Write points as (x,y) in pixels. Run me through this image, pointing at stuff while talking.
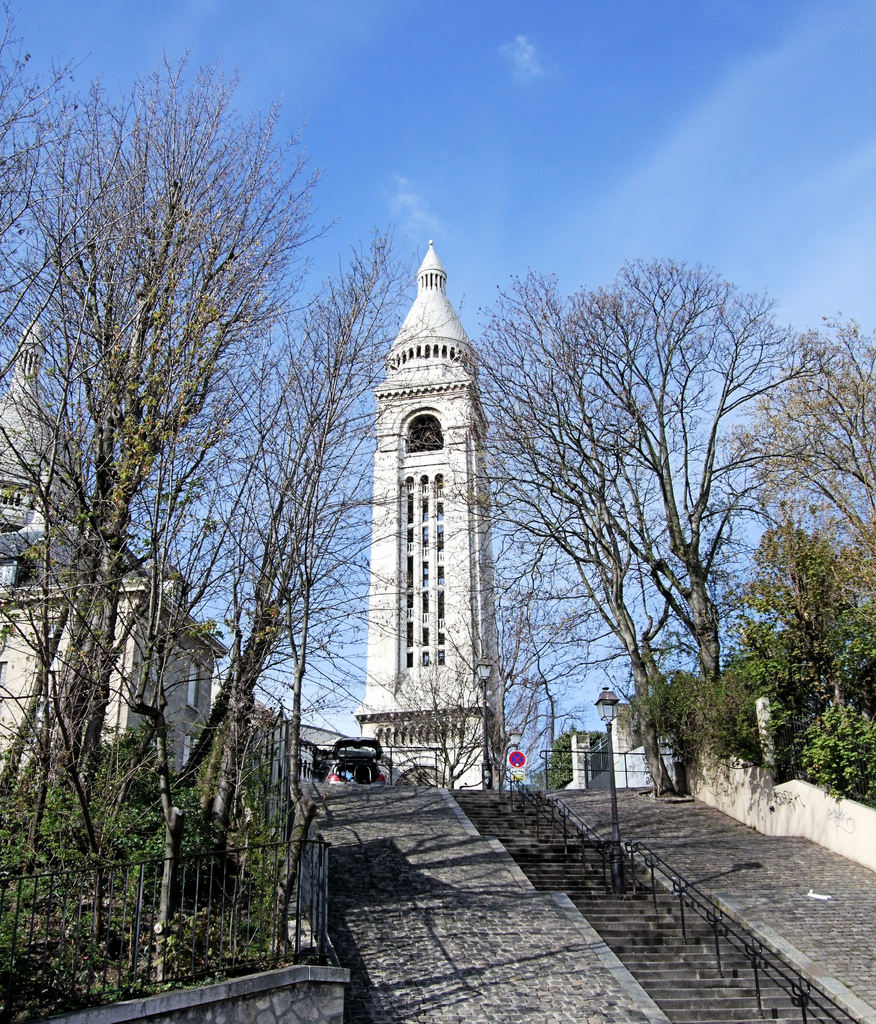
In the foreground of this image (688,986), on the bottom (500,933), there is pavement (465,923), stairs (673,917) and railing (653,907). On either side, there are trees (833,721). In the background (438,582), it seems like a tower (437,580), a light pole (604,704) on the stairs (642,916). Sky (601,52) and the cloud (529,53) on the top (518,65).
